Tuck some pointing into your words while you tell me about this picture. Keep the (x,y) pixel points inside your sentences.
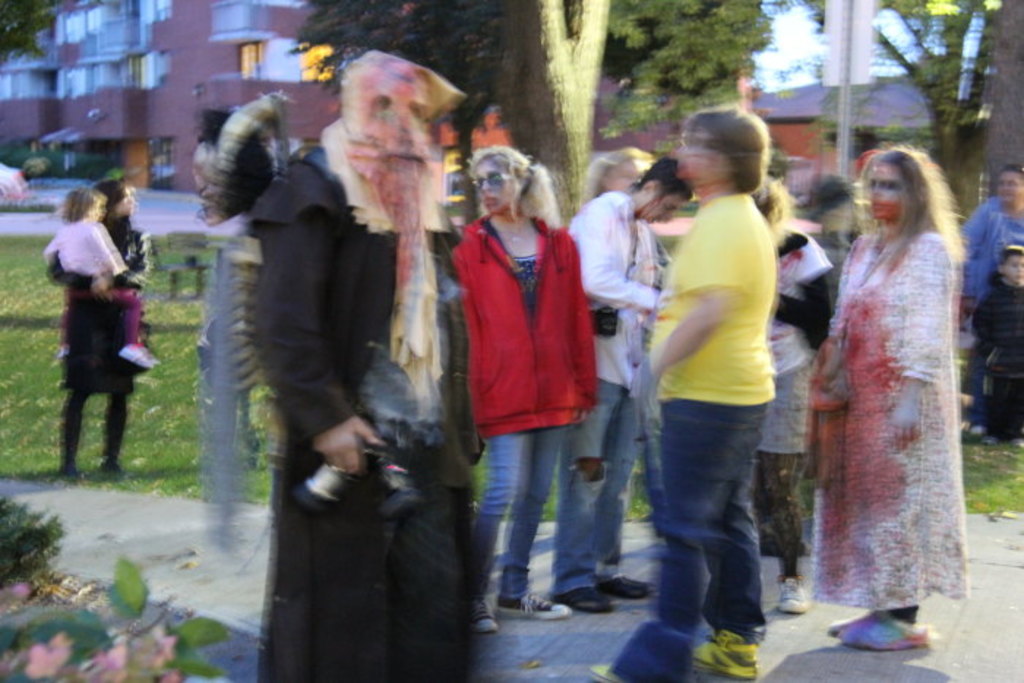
In this I can see group of persons (388,333) visible and some of them having face painting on their face (205,173), back side of them I can see buildings (92,47), trees (608,58), the sky (793,64), pole (843,117) visible, in the bottom left (65,634) I can see plants (96,648) and flowers (57,643).
